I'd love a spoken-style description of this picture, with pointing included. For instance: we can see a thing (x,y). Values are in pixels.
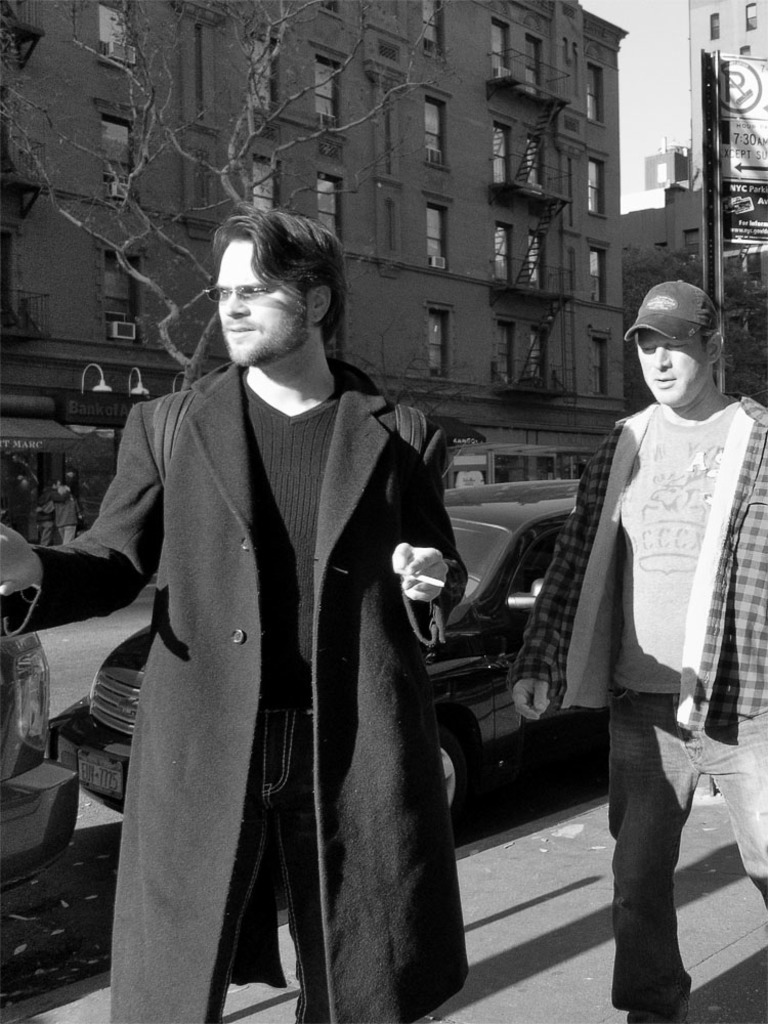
This is a black and white image. In this image we can see buildings (444,124), ladders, air conditioners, street lights (102,375), stalls (17,490), motor vehicles (487,555) and persons (669,718) on the road (602,900). In the background (658,46) we can see trees (651,281), sky (641,45) and advertisements (748,153).
